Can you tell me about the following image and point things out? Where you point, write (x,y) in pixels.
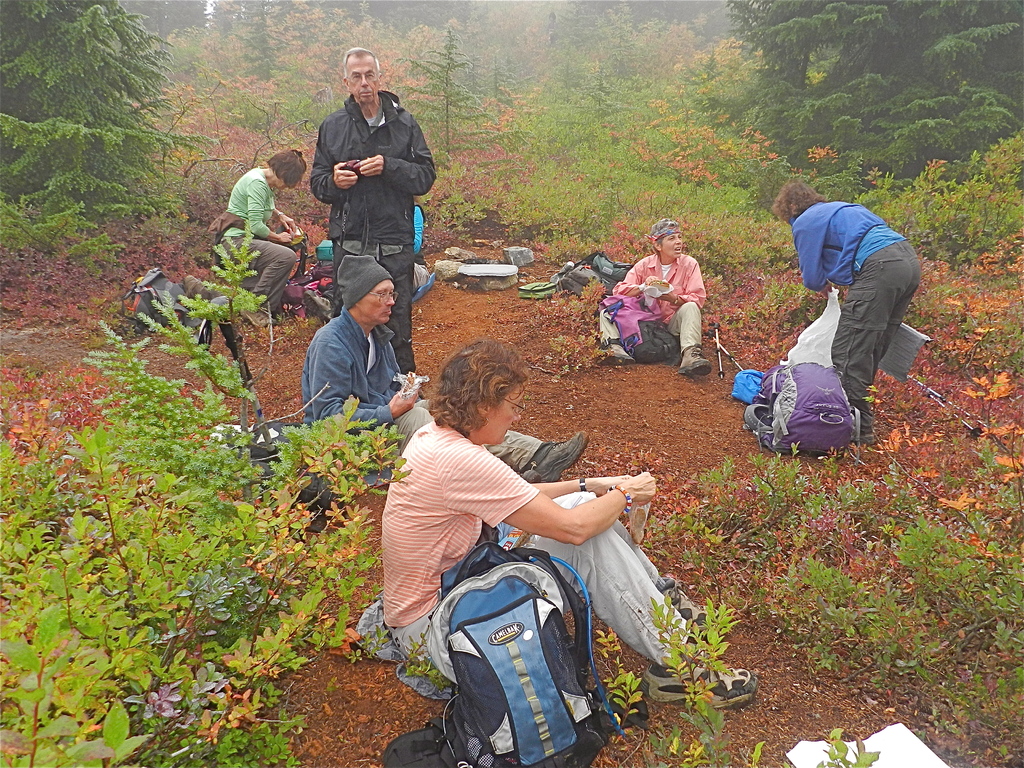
In this image we can see two men (359,237) and four women (603,601). Few are sitting on the land (637,419) and two persons (424,179) are standing. Behind the trees (787,133) are there. At the bottom of the image (222,566) plants (233,584) and we can see one bag (557,656).
